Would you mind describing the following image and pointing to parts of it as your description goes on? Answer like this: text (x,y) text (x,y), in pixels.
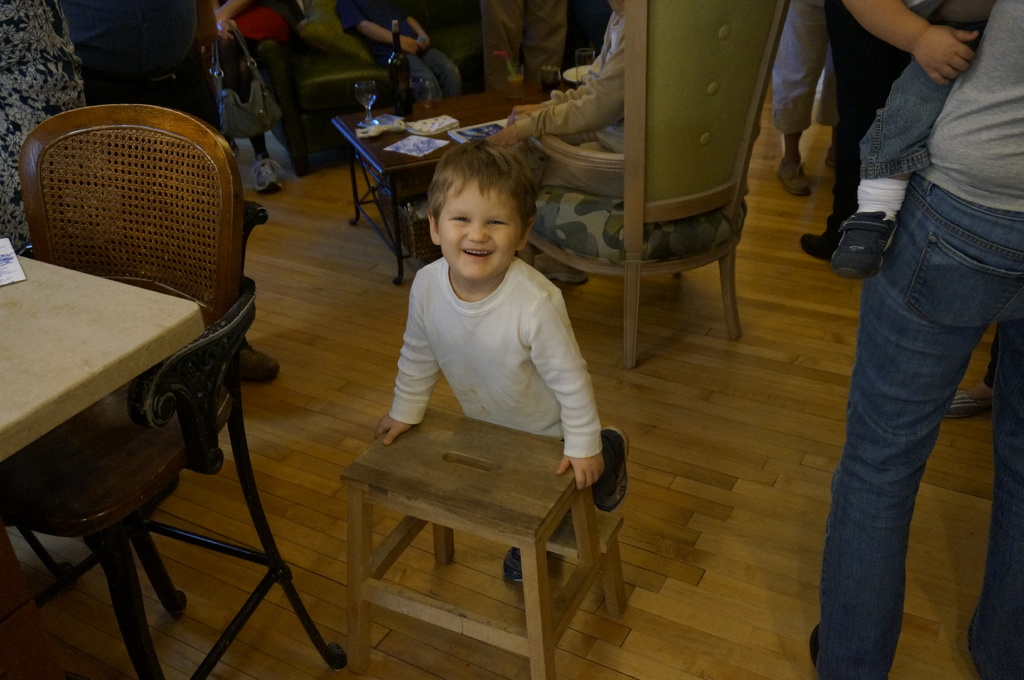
The picture is taken in a room (624,579) where in the center of the picture (494,435) a boy (495,402) is holding a table (504,626) and at the right corner of the picture (875,569) a person (923,306) is carrying a baby (938,85) and in the middle of the picture (667,229) a person (544,107) is sitting on the chair (623,210) and in front there is a table (390,144) where bottle (405,108) and glasses (417,94) are on it, at the left corner of the picture (158,224) there is one table (110,294) and chair (125,249), behind that there are people (160,50) standing and one person (235,32) is carrying a bag (253,113) and there is a sofa (336,54) people (412,41) are sitting on it.
